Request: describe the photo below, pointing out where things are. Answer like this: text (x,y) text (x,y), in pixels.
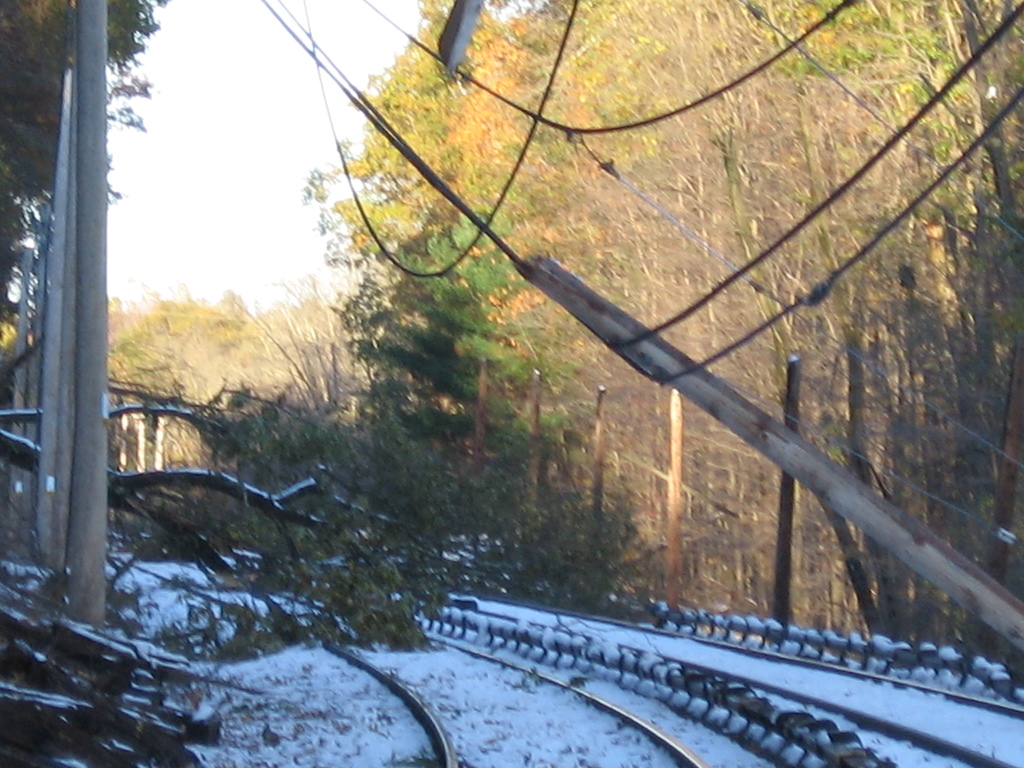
This is snow (491,759) and there are poles (74,253). Here we can see trees (543,233) and sky (251,206).
